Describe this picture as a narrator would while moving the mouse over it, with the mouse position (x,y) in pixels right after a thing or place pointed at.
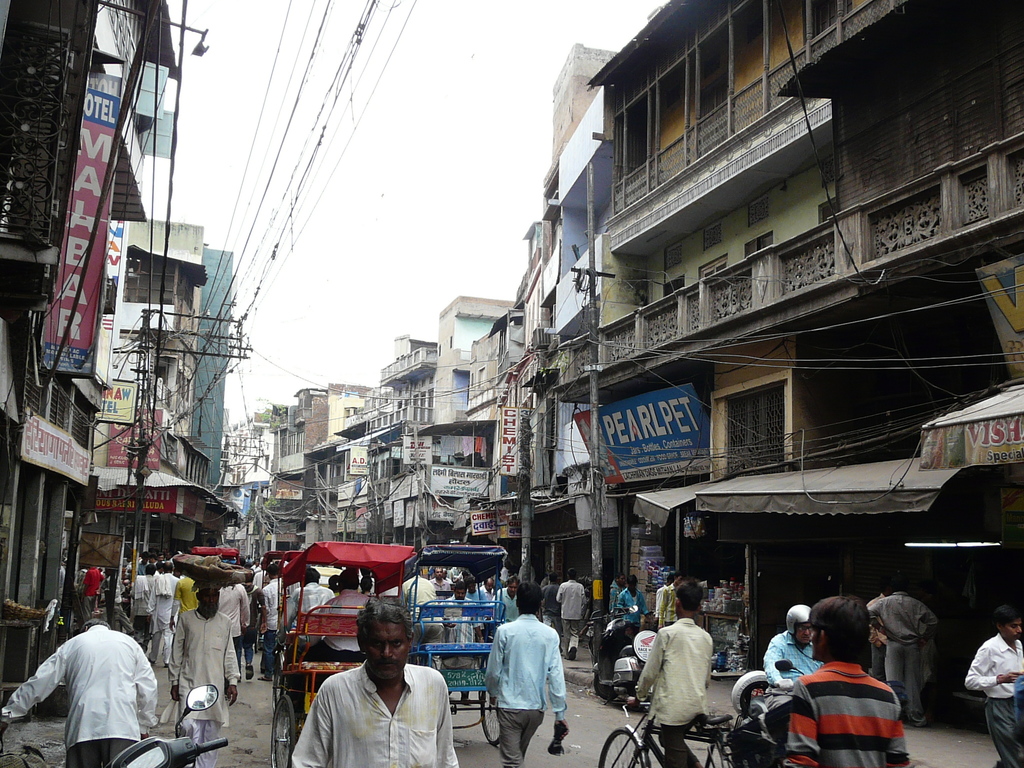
In the picture we can see a street (961,767) with a road (575,757) on it, we can see some people (170,582) are walking and some people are riding rickshaws (373,550) and some are riding motorcycles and beside to them, we can see, full of buildings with shops (36,460) to it and near to it we can see some poles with electric wires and in the background (496,22) we can see a sky (345,260).
